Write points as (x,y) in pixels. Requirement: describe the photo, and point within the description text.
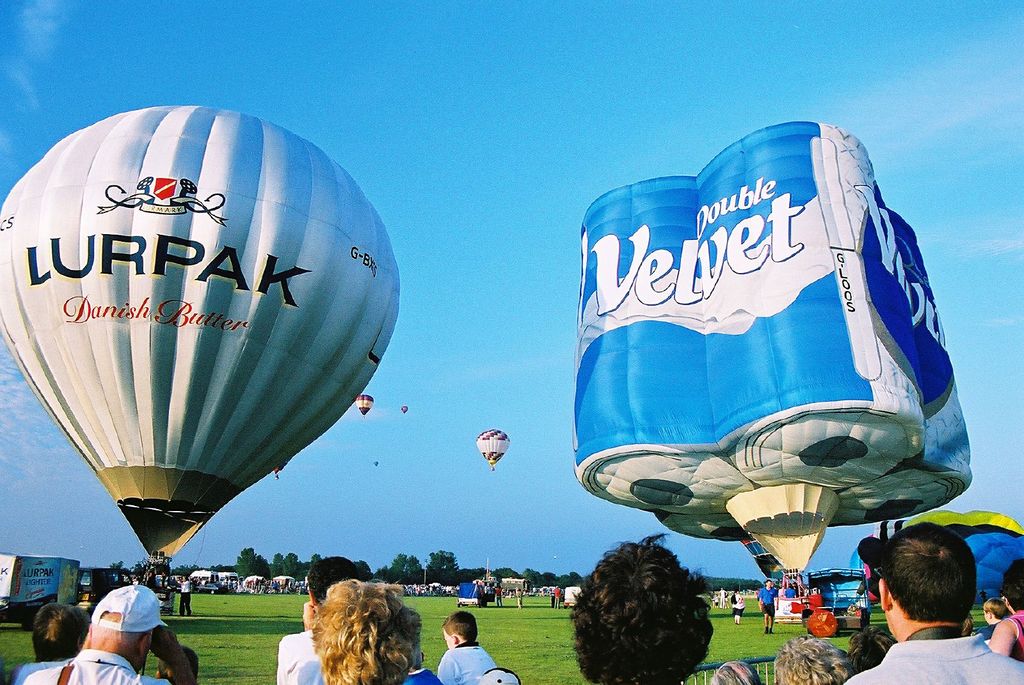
In this image, I can see hot air balloons (614,410), grass (232,632) and there are groups of people (930,627). On the left side of the image (40,600), I can see vehicles (89,584). In the background (244,569) there are trees (293,556) and the sky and those are looking like stalls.
